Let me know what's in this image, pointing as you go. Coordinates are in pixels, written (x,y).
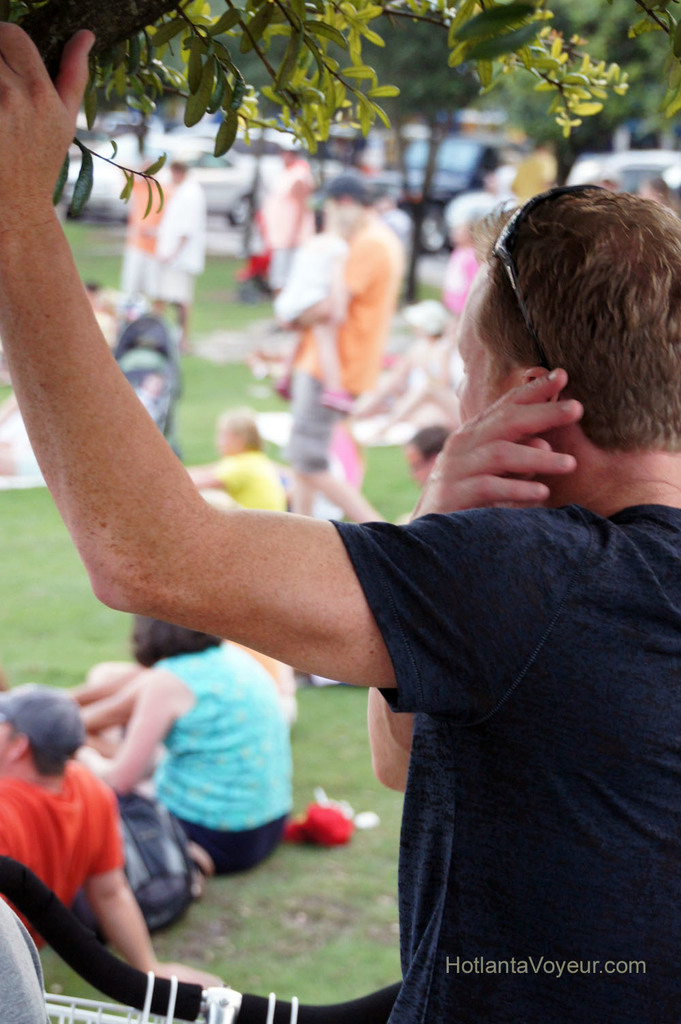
In this image there is a person (40,63) holding a branch (63,29) of the tree (71,25), and there are group of people (182,201) standing and sitting on the grass (318,747), bicycle handle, vehicles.
